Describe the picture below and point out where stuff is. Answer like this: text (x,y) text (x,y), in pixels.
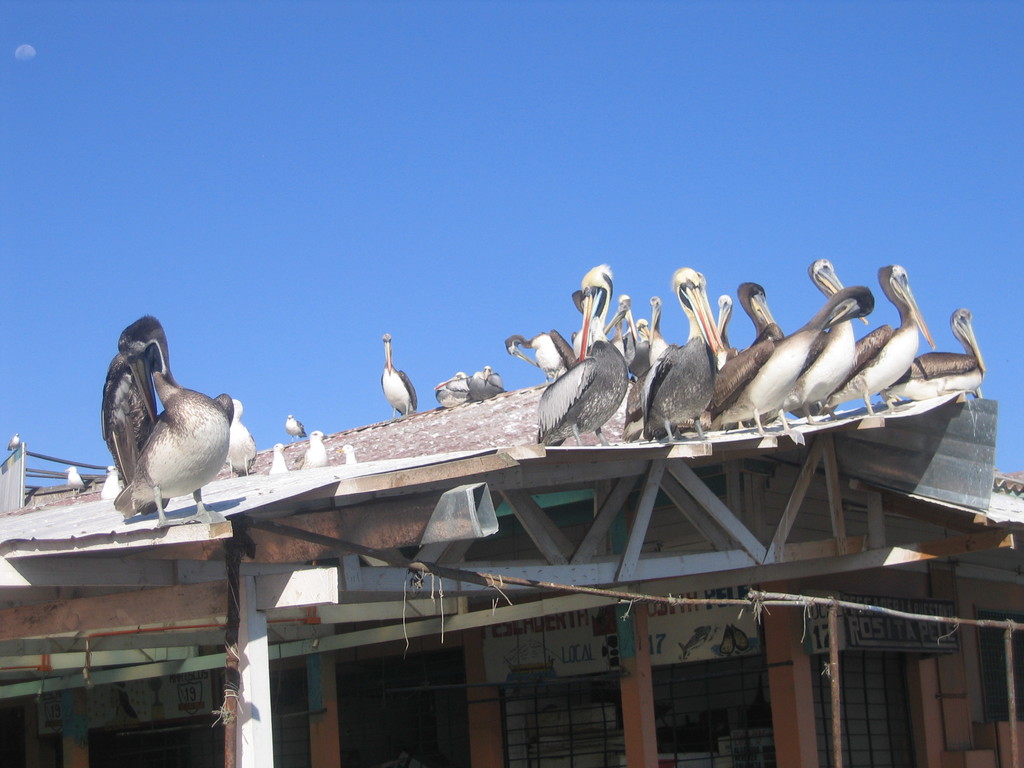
At the bottom of the image (263,574) there is a shed (551,521) and we can see birds (587,419) on the roof (67,498). At the top (493,172) there is sky (356,148).
